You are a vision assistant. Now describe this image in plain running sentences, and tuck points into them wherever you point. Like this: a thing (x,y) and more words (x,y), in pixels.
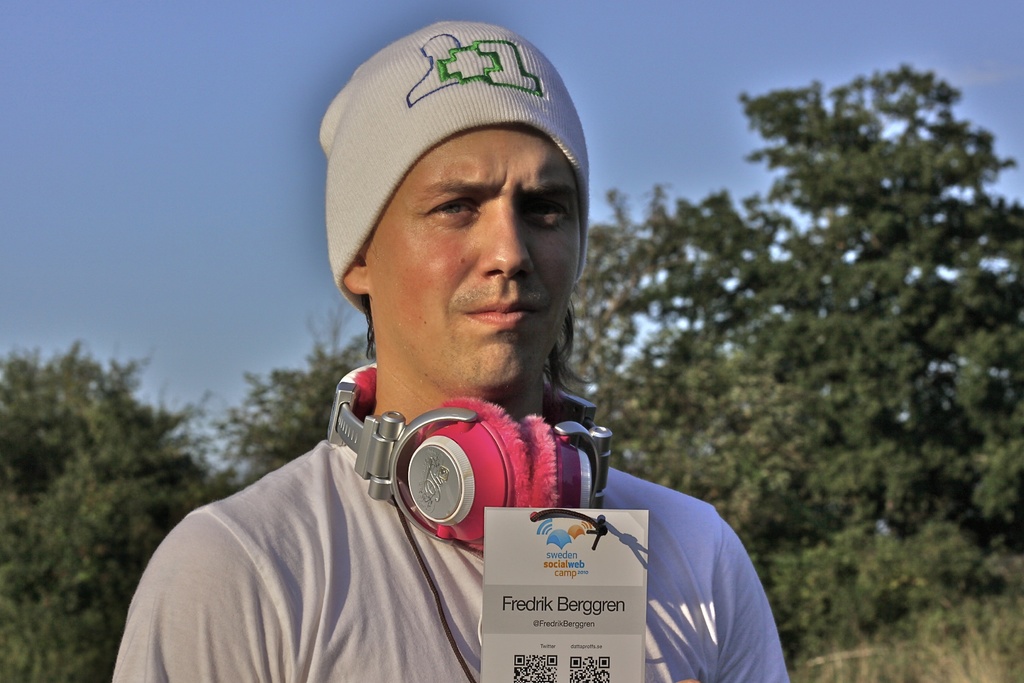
This man (509,300) wore headset (451,539) and looking forward. In-front this man (509,210) there is a card (500,665), on this card (483,636) there are QR codes (541,669). Background (712,403) we can see trees (121,462) and sky (168,215). Sky (176,200) is in blue color.
